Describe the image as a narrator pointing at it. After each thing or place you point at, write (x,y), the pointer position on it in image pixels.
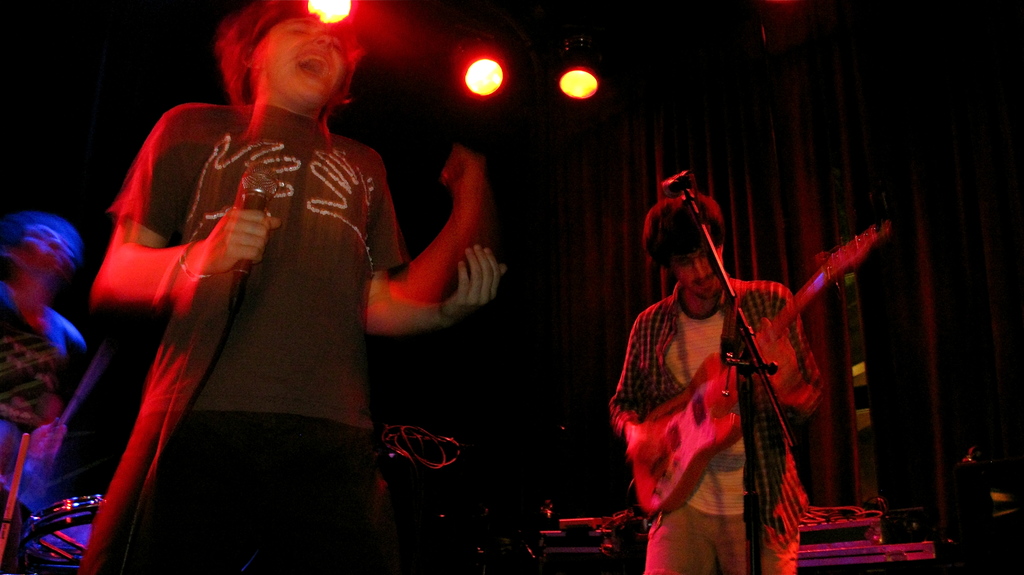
In the middle of the image (368,289) few people (344,181) are standing and holding some musical instruments (801,312) and microphone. Behind them there is cloth (842,451). At the top of the image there are some lights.
